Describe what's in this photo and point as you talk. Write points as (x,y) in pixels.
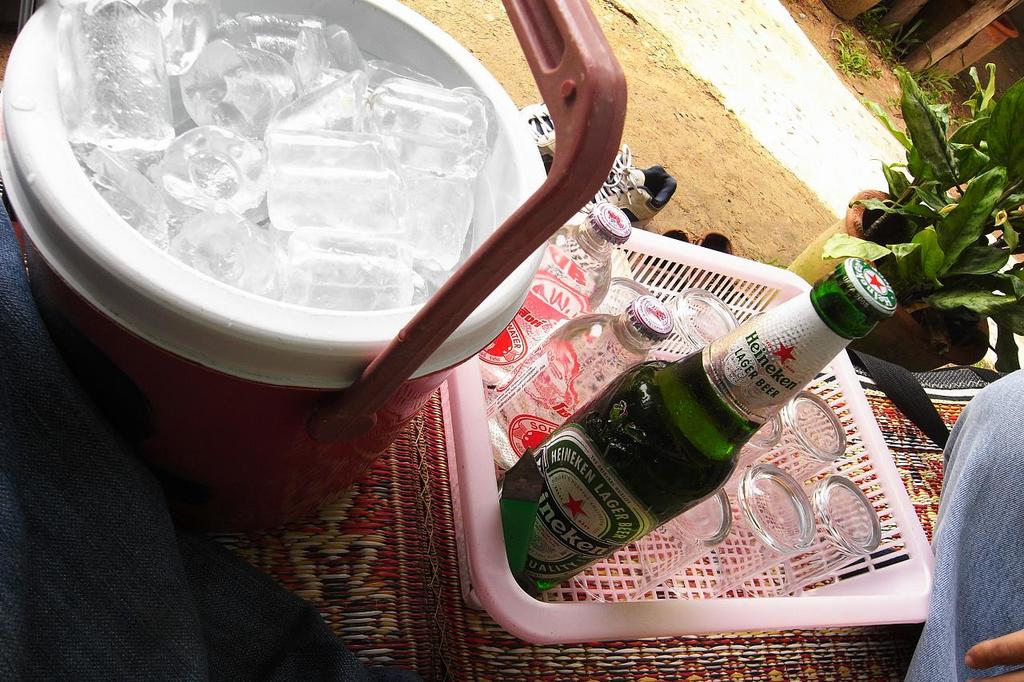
In this image I see a bowl (486,250) of ice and a tray (777,276) of glasses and bottles (544,579). In the background (795,229) I see a plant (1016,101) and a path (706,144).
